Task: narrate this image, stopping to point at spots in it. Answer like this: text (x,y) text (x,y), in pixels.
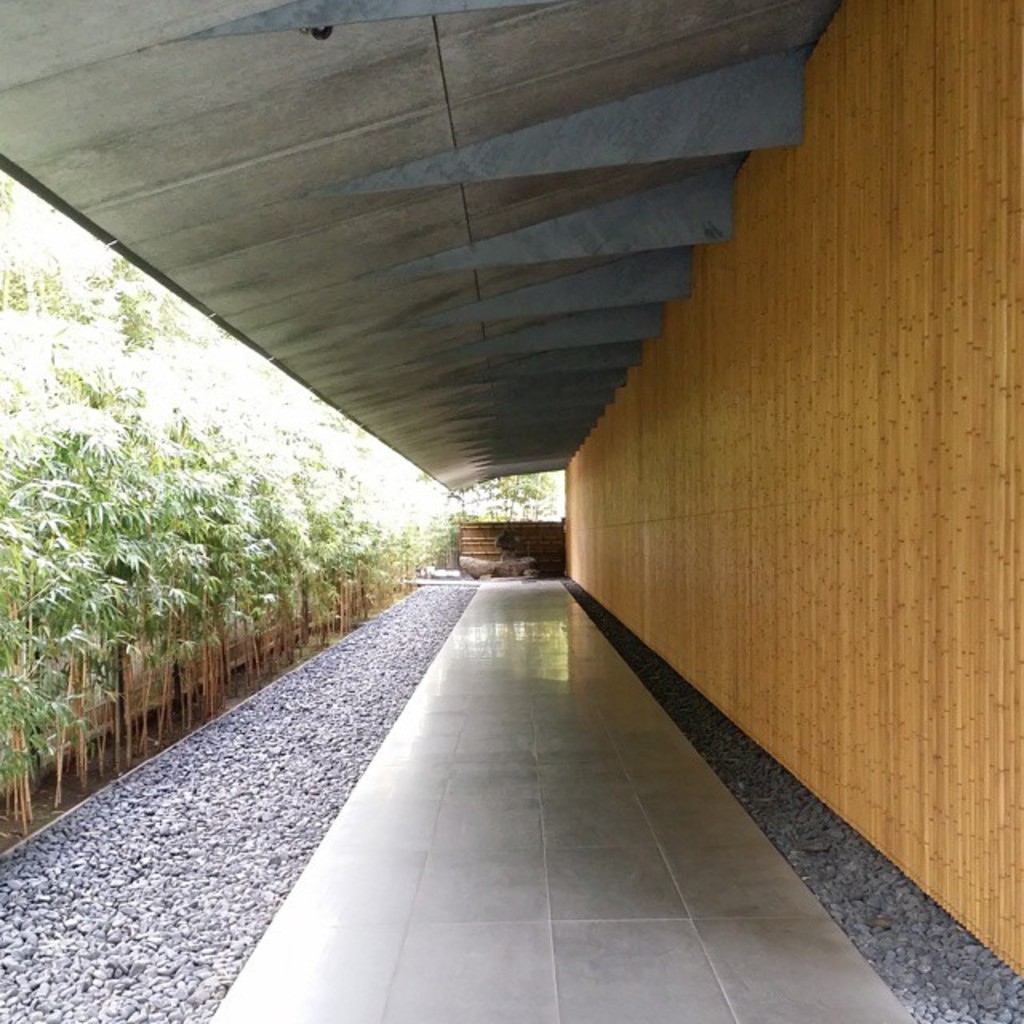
As we can see in the image there are grey color tiles (528,791) and trees (291,470).
